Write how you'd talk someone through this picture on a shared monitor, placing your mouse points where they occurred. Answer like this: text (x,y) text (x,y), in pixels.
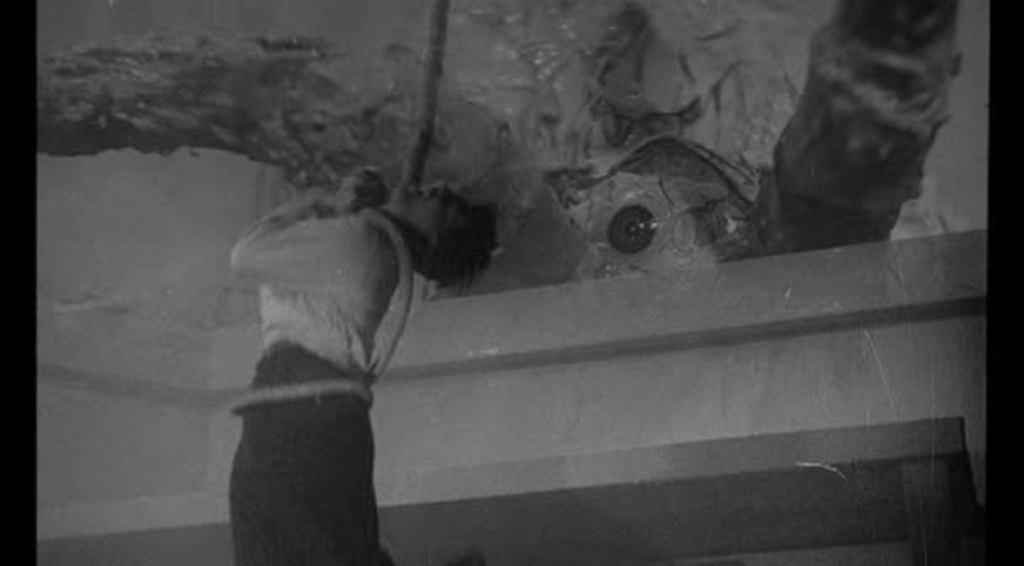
This picture seems to be an edited image. On the left (315,256) there is a person (391,269) seems to be tied with a rope (391,333). In the background (703,289) we can see some other objects (614,144).
